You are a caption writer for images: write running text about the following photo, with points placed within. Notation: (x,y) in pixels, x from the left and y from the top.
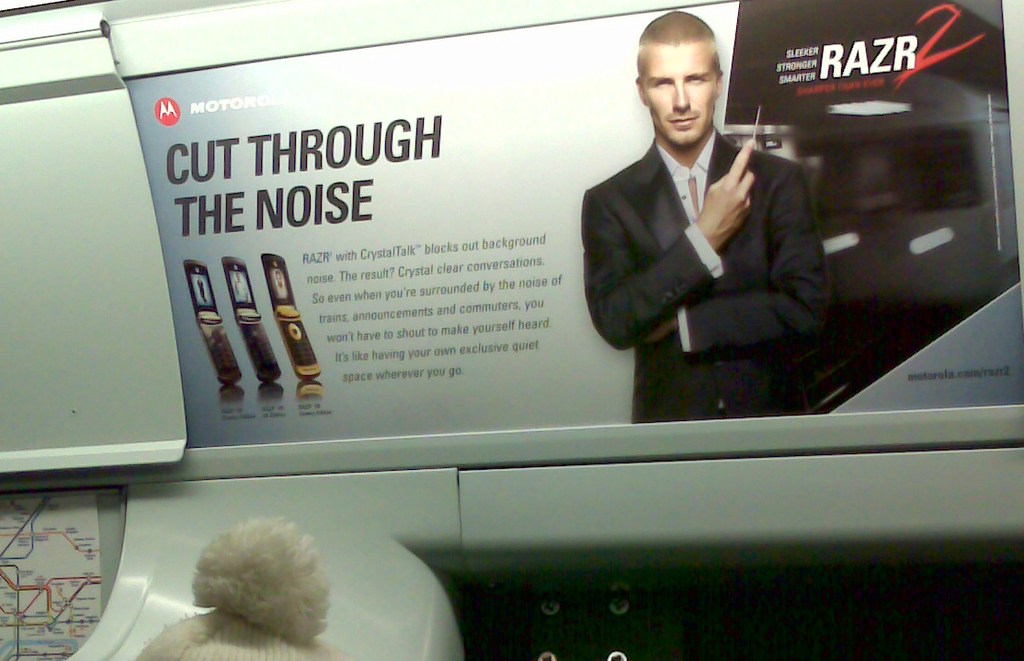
In this image I can see might be the wall (158,428), on which I can see poster (147,152) attached and on the poster (470,359) I can see person image (628,215) and text (255,171) and mobile phones (217,345), in the bottom left (7,629) I can see a map (5,609) attached to the wall (166,506), and a woolen cloth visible at the bottom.
